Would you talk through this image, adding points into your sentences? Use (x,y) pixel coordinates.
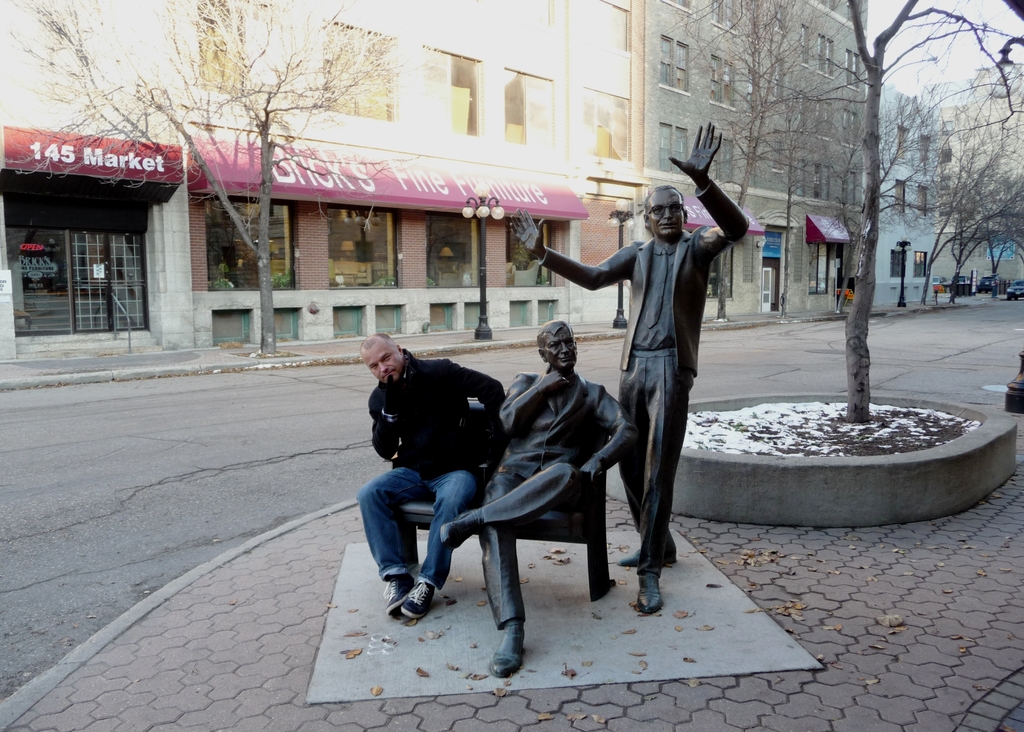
As we can see in the image there are buildings (452,165), dry trees (875,139) and two statues (600,399) and a man (361,495).
